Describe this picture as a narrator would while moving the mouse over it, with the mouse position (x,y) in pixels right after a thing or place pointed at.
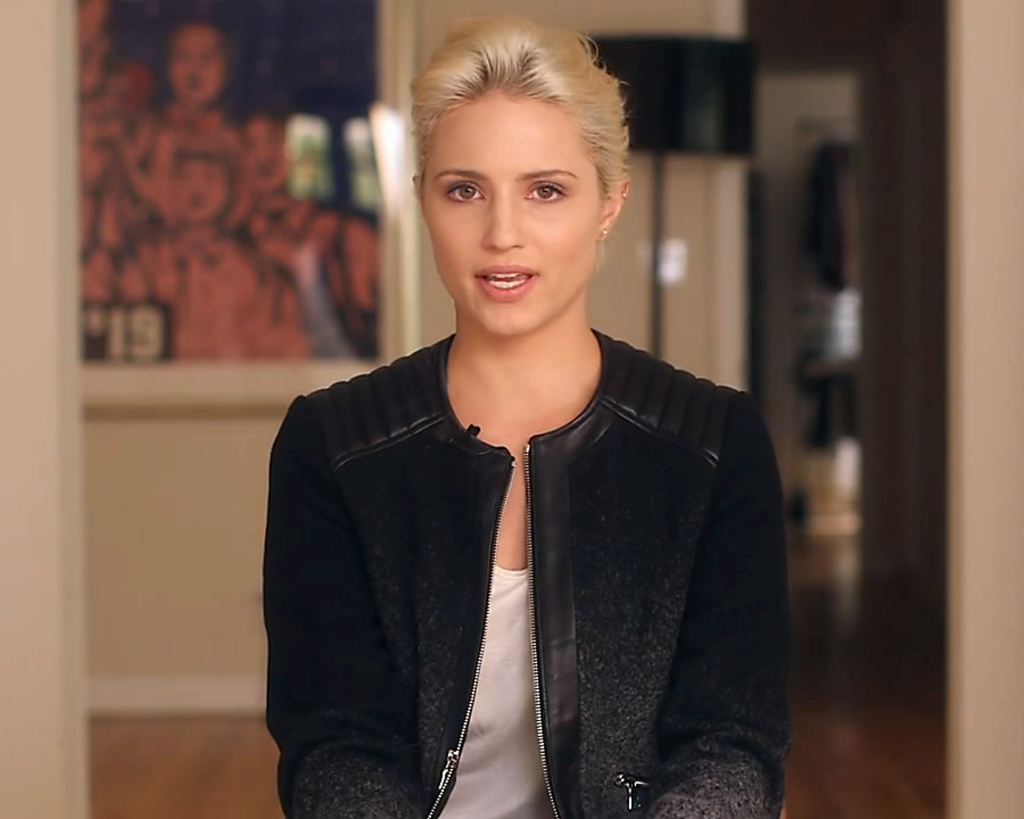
In the foreground (413,421) I can see a woman (459,575). In the background (821,368) I can see a photo frame (345,227) on a wall (691,227), some objects (816,249). This image is taken may be in a room (224,550).
